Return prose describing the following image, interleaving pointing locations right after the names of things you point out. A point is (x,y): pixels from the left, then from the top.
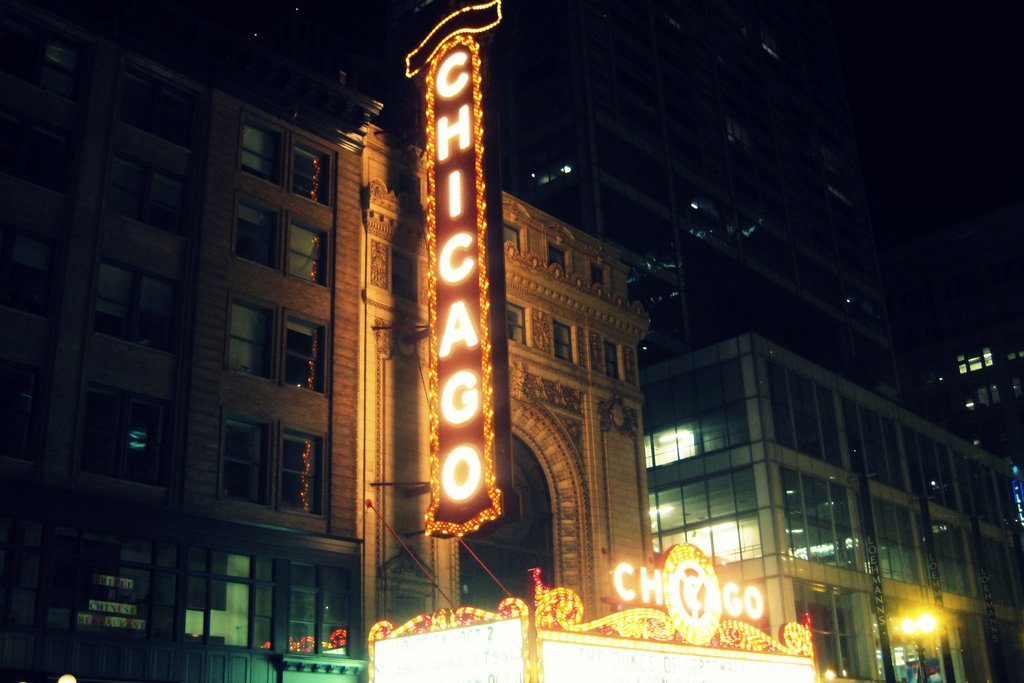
In this image I can see the board (462,421) to the building (290,291). And I can see the lights (909,621) to the right (914,623). And there is a black background (957,49).
